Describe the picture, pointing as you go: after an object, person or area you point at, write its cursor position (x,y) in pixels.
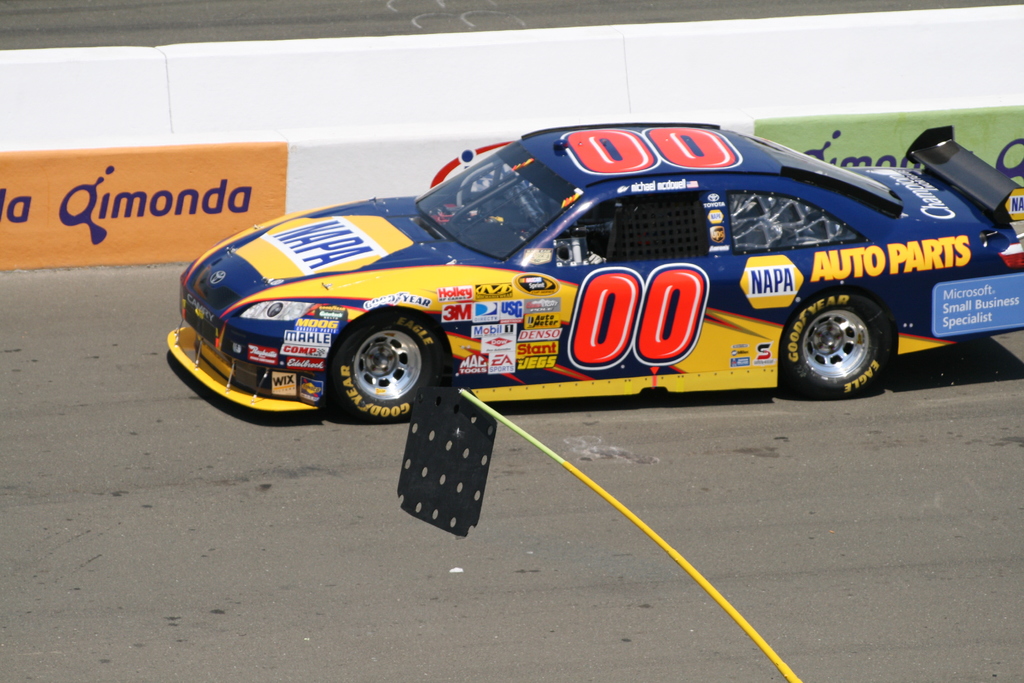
In this image we can see a car (704,278) on the road (785,496), there is a wall (930,76) with text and a stick (758,636) with an object (490,442).
